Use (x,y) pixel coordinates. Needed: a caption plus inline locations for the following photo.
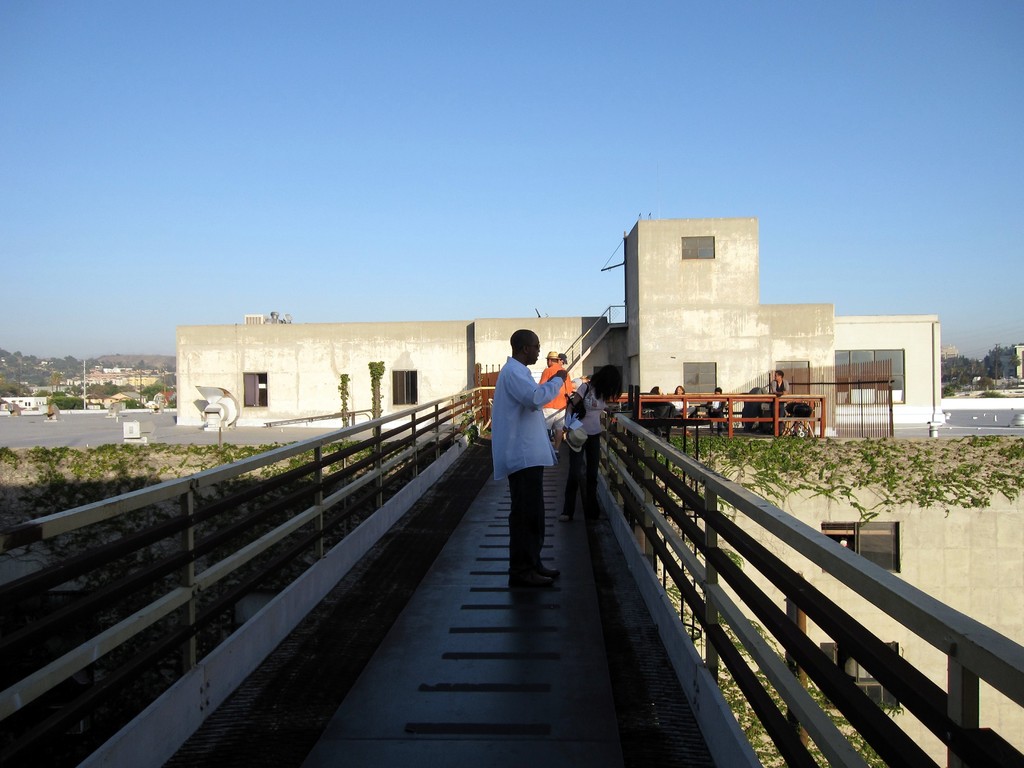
In this image I can see some people (589,428). In the background (44,503), I can see the buildings (396,370), trees (960,373) and the sky (399,142).
